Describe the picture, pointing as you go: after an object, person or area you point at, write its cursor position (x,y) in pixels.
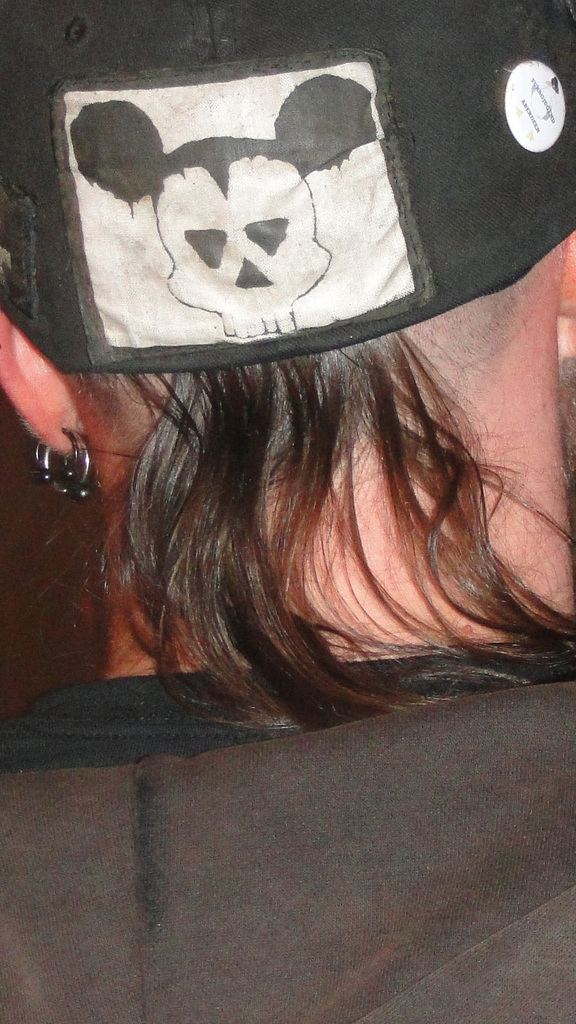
In this image I can see the person (399,332) and the person (404,442) is wearing the cap (242,317) and the cap (113,275) is in black and white color.
